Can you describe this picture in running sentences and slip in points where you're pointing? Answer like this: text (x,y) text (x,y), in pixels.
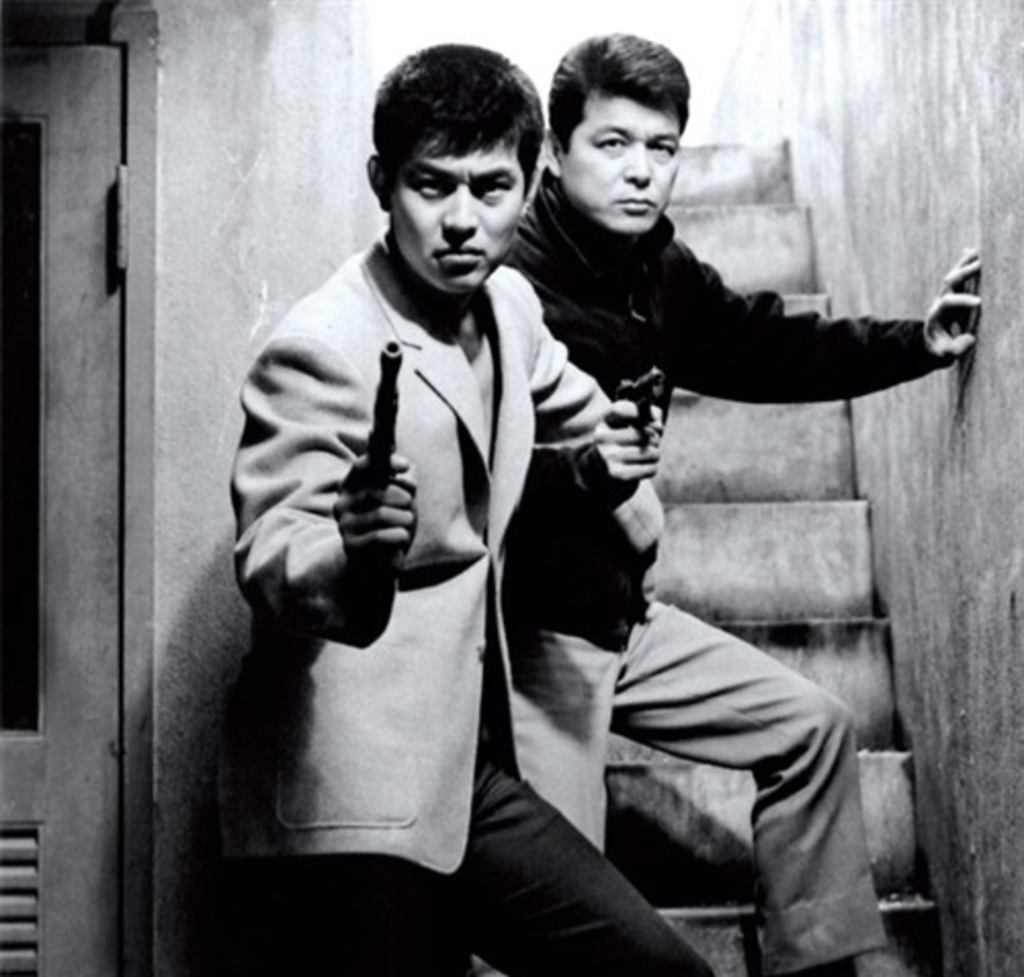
This is a black and white pic. We can see two men (471,400) are standing on the steps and holding guns (379,403) in their hands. On the left side (21,345) we can see a door (63,344).
